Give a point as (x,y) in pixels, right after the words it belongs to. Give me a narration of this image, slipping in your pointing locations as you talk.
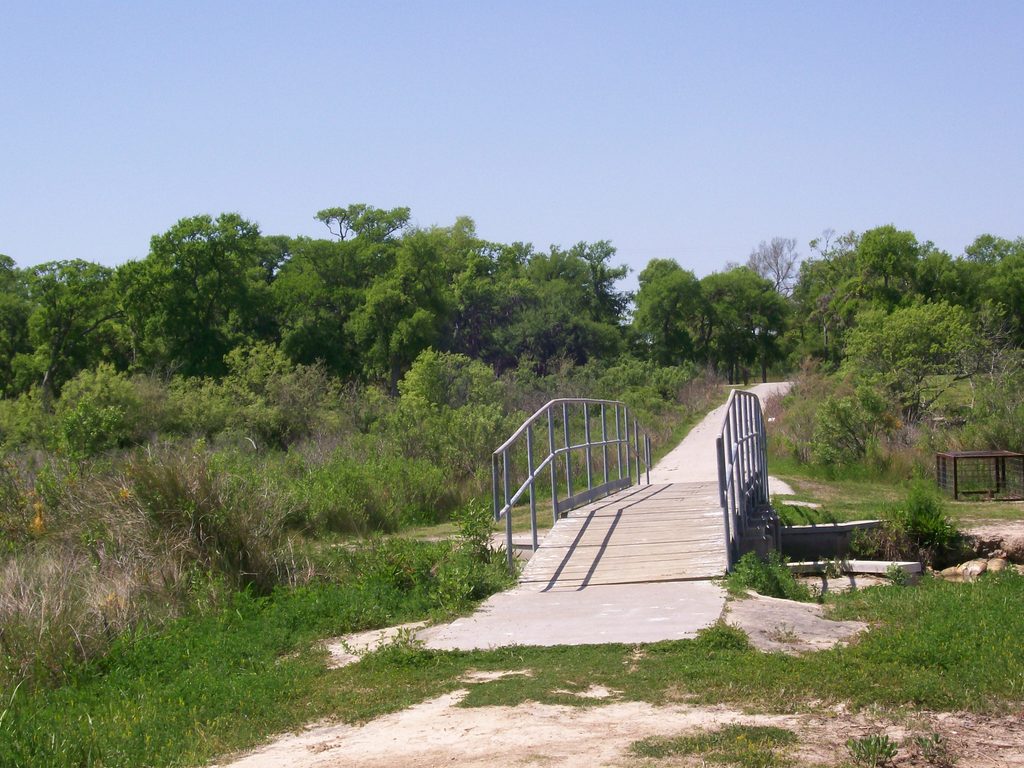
In this picture there is a bridge (666,499) and there are railings (745,491) on both sides the bridge (638,579). At the back (734,350) there are trees (739,377). At the top (635,174) there is sky (635,174). At the bottom (921,695) there is grass (966,672) and there is mud (585,723).
